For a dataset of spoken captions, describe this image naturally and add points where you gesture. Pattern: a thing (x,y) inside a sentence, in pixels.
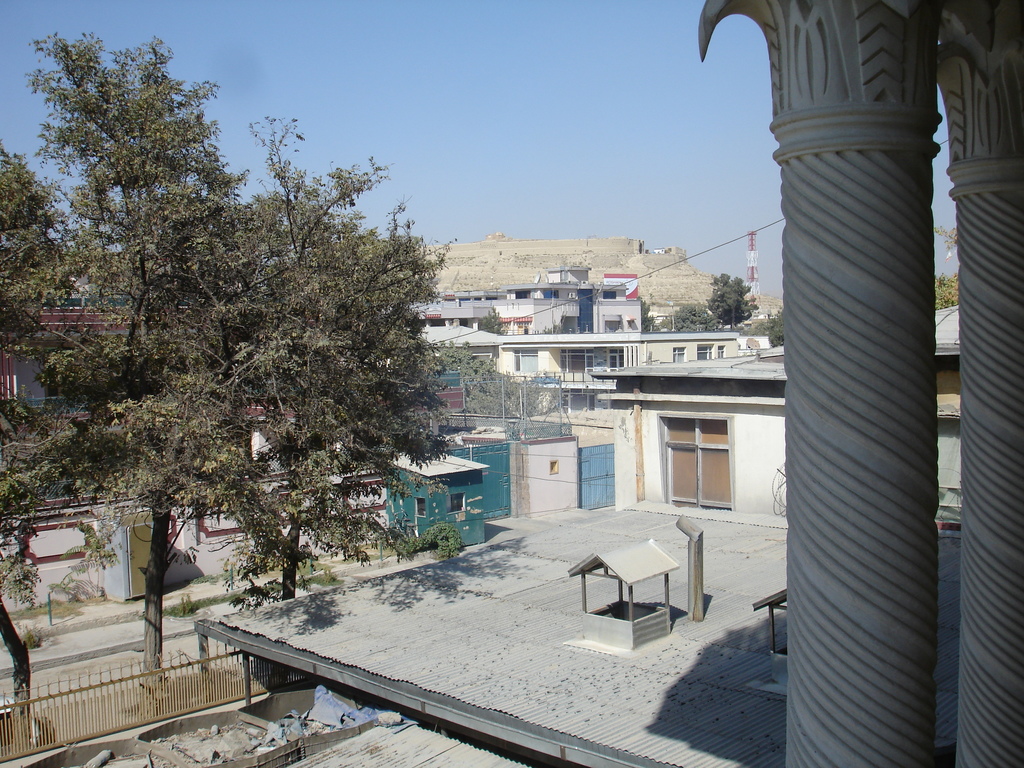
In this image we can see there are so many buildings (853,678) and trees (154,542).
